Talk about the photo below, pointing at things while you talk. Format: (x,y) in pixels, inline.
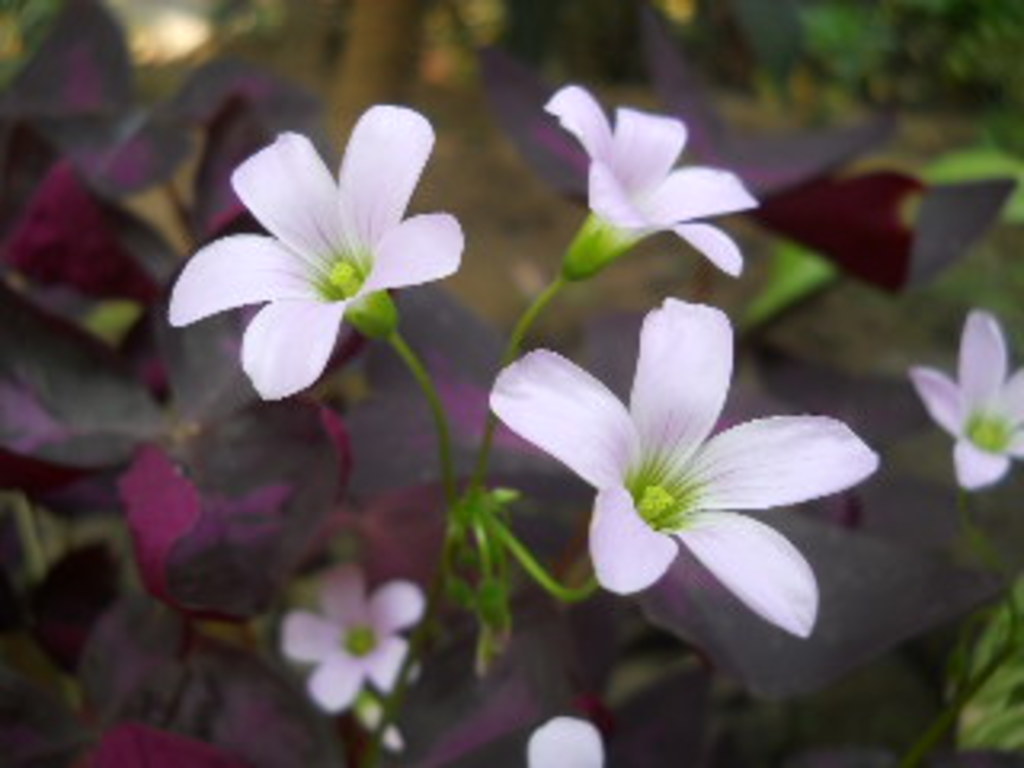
In this picture, we see a plant (213,471) which has flowers (291,184) and these flowers (329,206) are in white color. This plant (464,487) is in dark purple color. In the right top (807,70), we see the trees (410,49). This picture is blurred in the background (862,339).
